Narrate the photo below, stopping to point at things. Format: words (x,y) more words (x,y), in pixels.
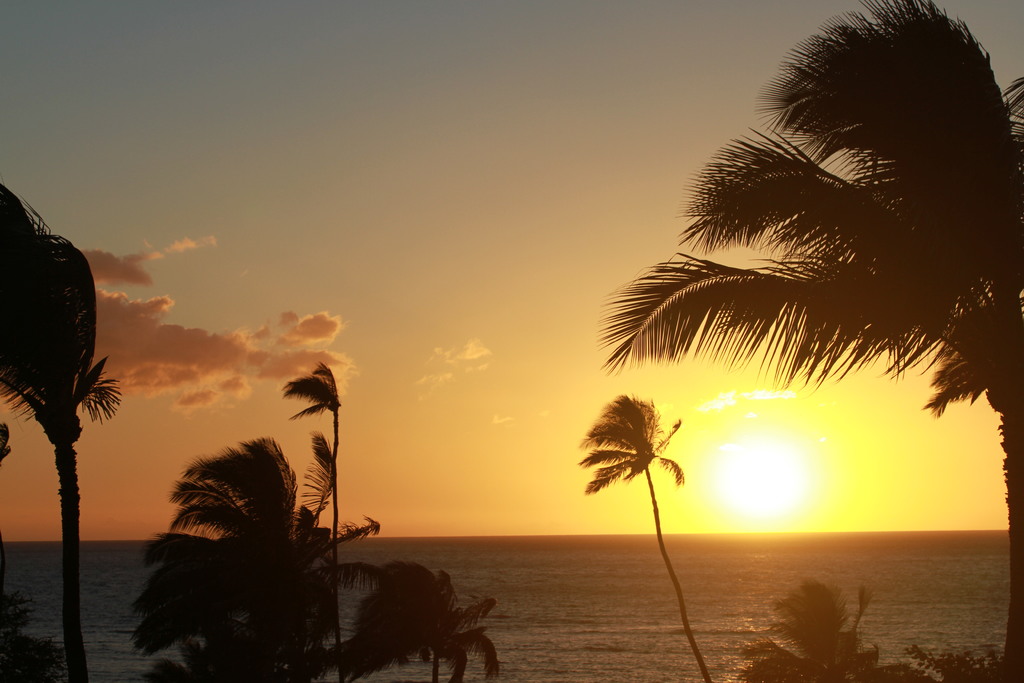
In this picture I can see sky (266,341), trees (461,681), water (526,629) and sun (735,465).
